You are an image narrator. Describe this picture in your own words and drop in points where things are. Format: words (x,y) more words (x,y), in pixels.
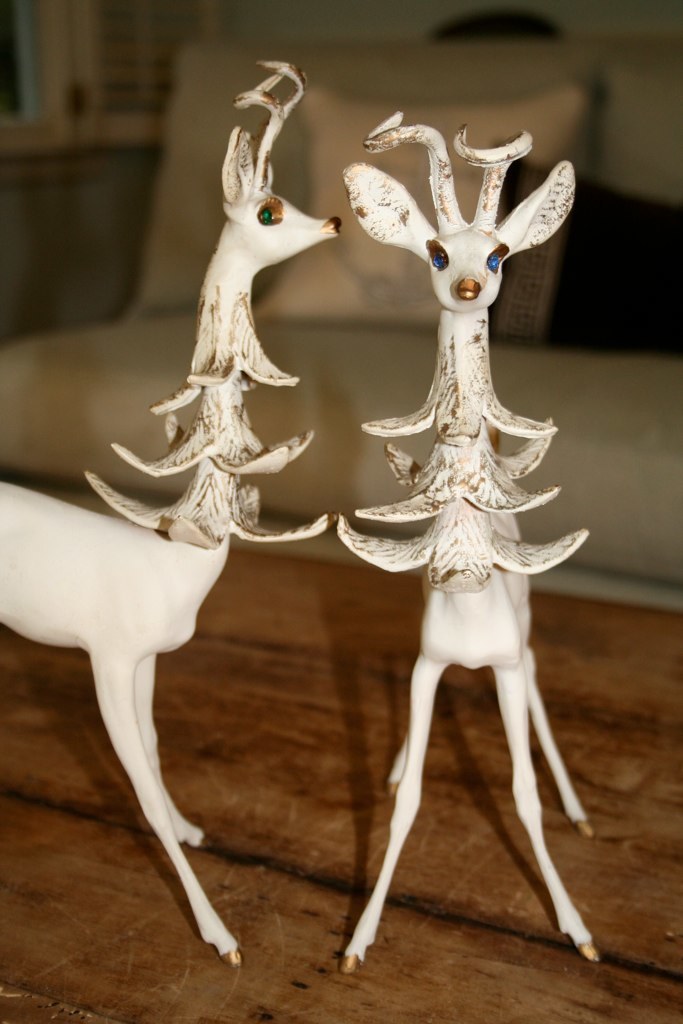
In this picture we can see toys of animals (526,450) placed on a table (500,714), sofa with pillows (585,288) on it and in the background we can see a window (46,79).
